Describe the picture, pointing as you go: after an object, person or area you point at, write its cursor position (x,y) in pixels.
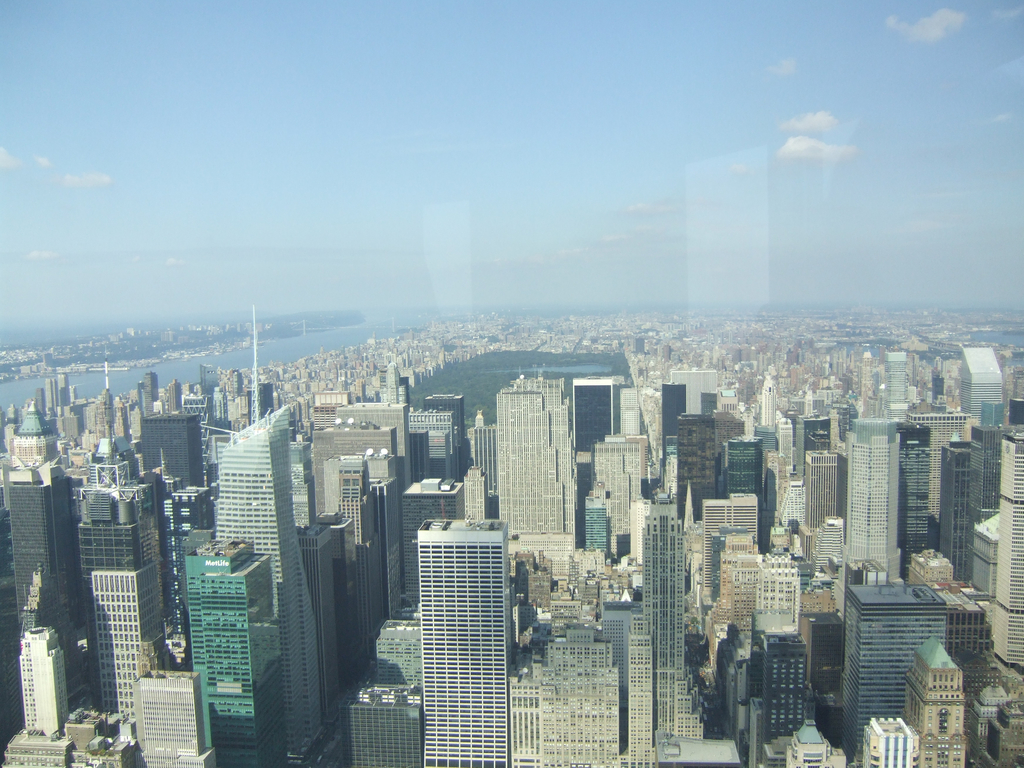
In this picture we can see many skyscrapers (585,527) and buildings (841,406). Here we can see some towers (31,418). On the left (122,383) background (246,351) we can see water (341,335). On the top (776,134) we can see sky (567,168) and clouds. In the center (493,354) we can see trees (565,358).
